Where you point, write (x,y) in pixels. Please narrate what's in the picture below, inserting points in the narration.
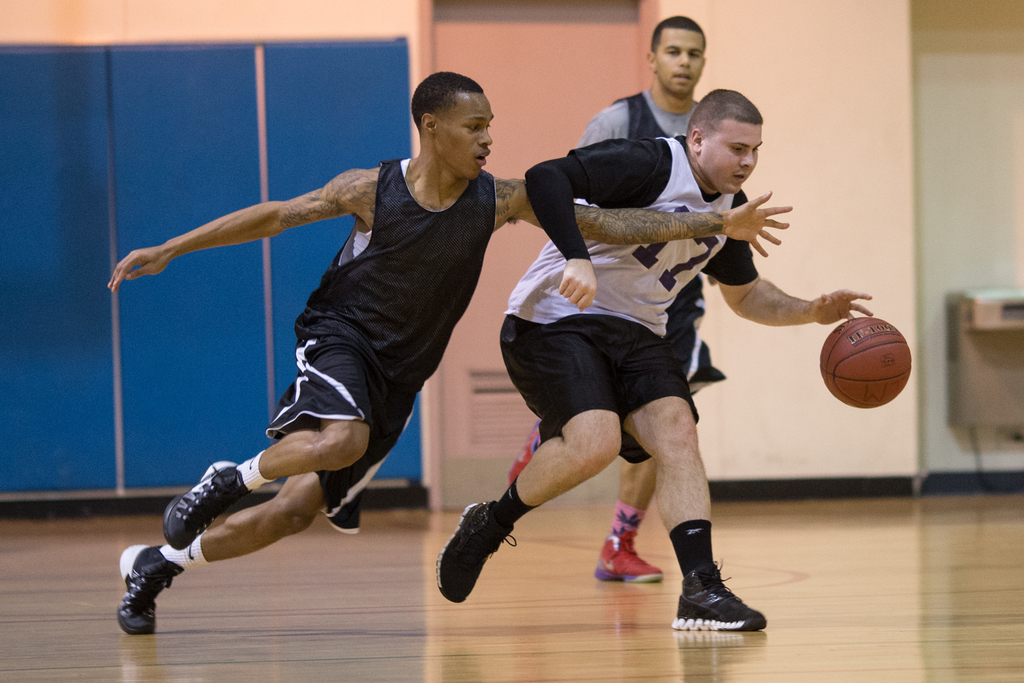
In the image we can see there are people (545,406) standing on the floor (645,603) and there is a basketball (871,400) in the air (830,414). Behind there is a wall (370,116).
